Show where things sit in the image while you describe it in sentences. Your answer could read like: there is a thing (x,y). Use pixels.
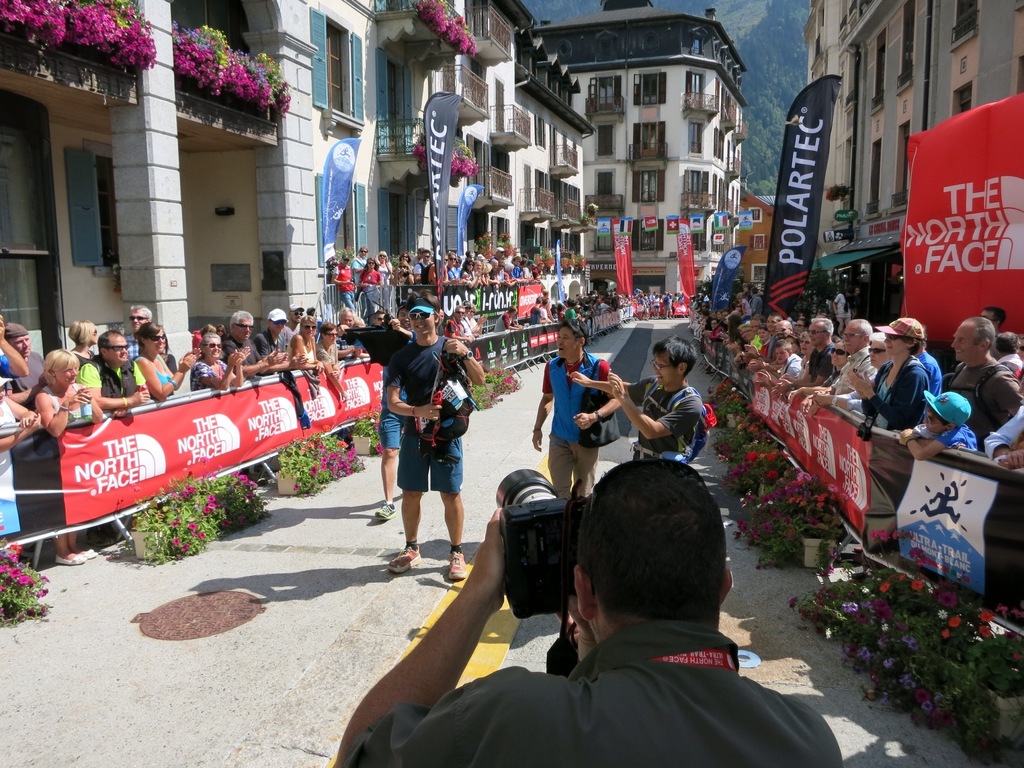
In this image we can see a few people (457,528), among them some people (412,448) are holding the objects (450,440), there are some buildings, potted plants (180,517), flowers (247,484), grille (604,105), trees (757,150), windows (598,172) and banners (82,439) with some text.
